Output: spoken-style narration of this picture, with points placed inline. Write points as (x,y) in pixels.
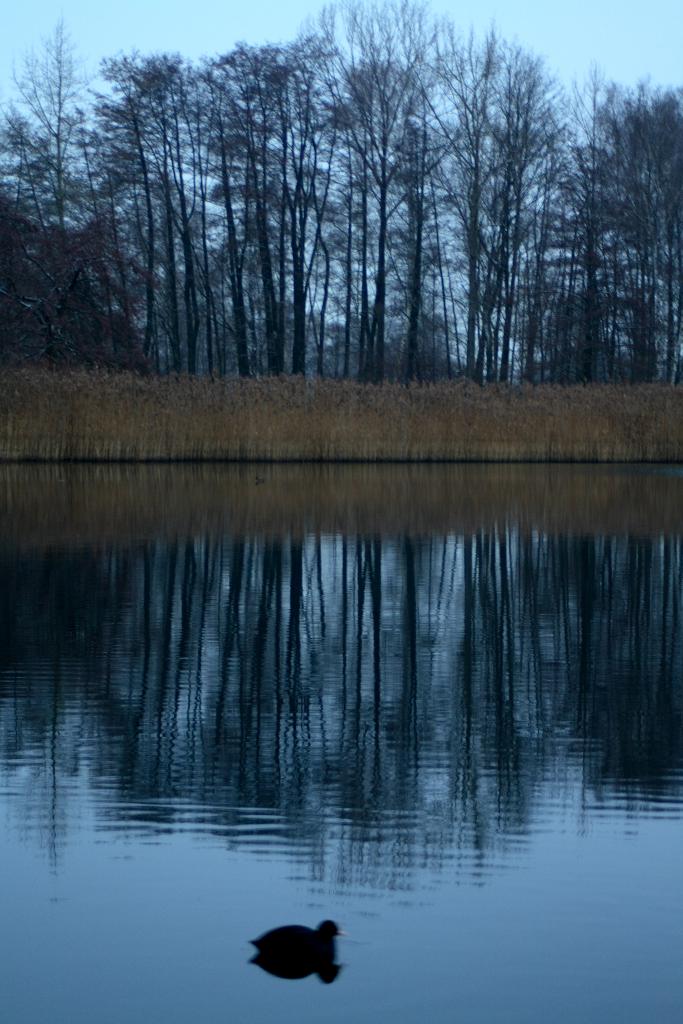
As we can see in the image there is water (281,673), duck (296,936), plants (259,435), trees (236,199) and sky (235,11).
